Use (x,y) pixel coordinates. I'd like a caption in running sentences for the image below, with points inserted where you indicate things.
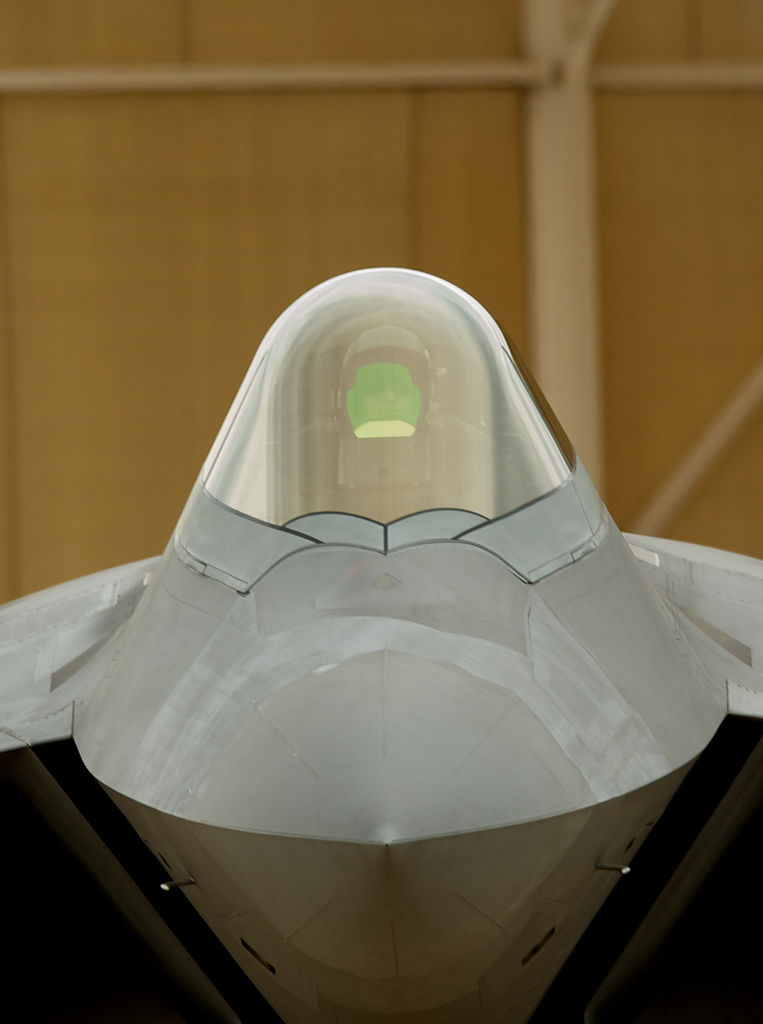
In this image we can see the model of an aircraft (431,711). There is a wooden wall (453,185) in the image.
